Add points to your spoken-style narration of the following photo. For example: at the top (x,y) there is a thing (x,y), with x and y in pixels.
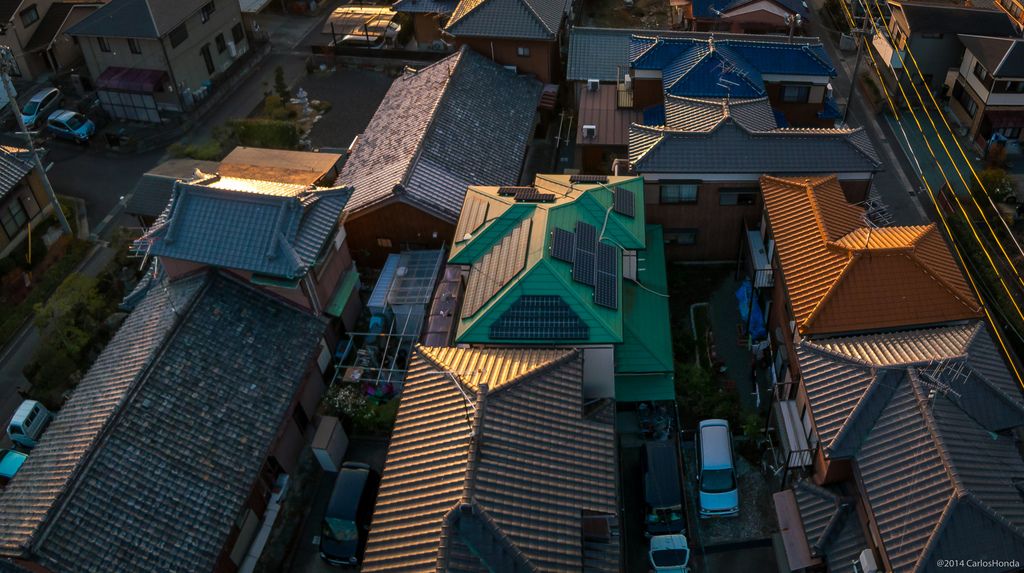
In this picture I can see there are few buildings (575,495) and there are plants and trees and there are vehicles (713,489) parked at the buildings (144,429) and there are few electric cables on to right side of the image (937,204).
